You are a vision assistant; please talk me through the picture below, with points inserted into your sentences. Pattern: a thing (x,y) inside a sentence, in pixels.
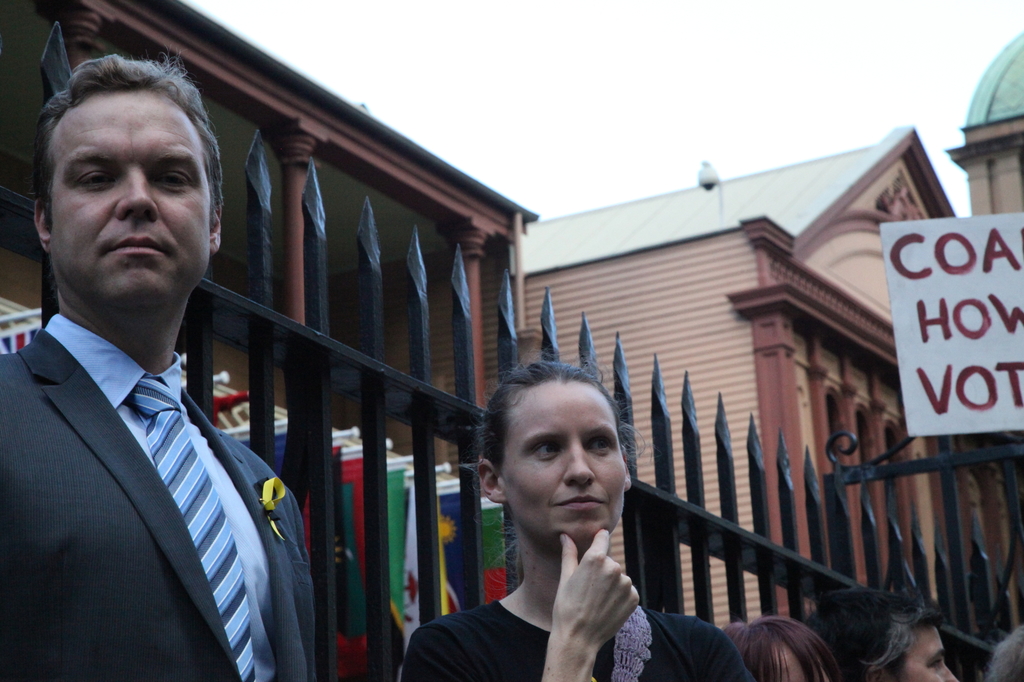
This is an outside view. On the left side (150,386) there is a man (123,555) looking at the picture. Beside him there are few people (514,638). At the back of these people (499,637) there is a railing (743,551). On the right side (955,287) there is a board (988,345) on which I can see some text (931,393). In the background (567,247) there are few buildings (632,249). At the top of the image (654,57) I can see the sky (697,44). Behind the railing (325,506) there are some flags (402,514).
